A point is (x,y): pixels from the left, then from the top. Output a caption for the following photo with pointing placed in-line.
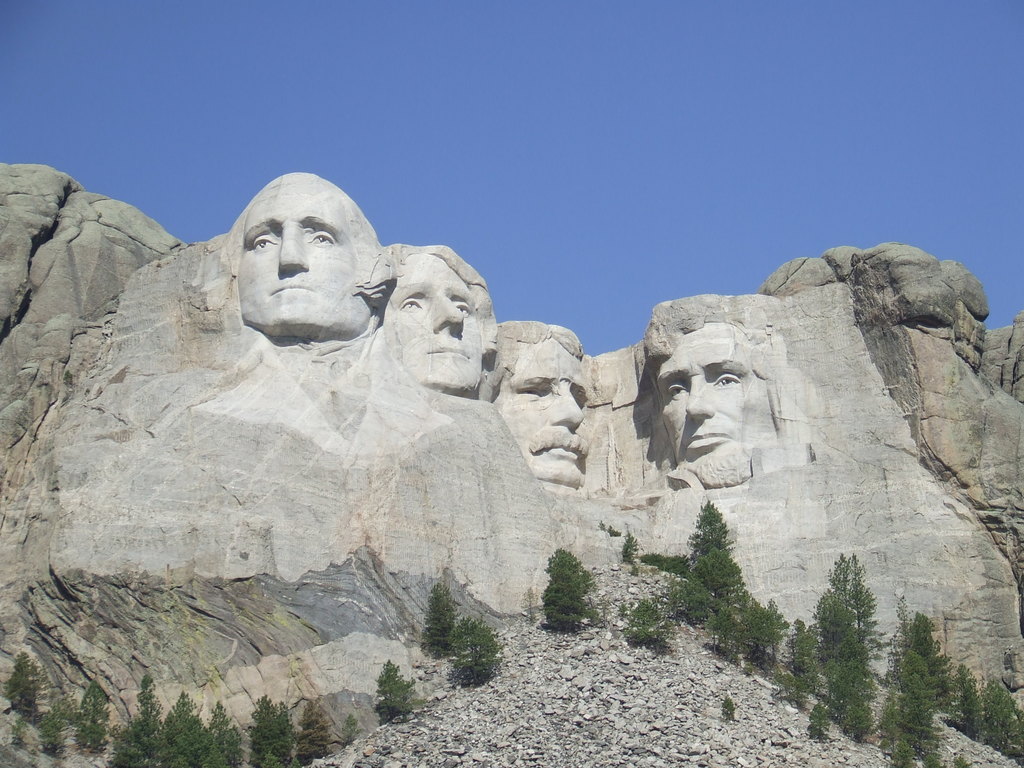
In this image I can see the ground (608,716), few trees (864,603) which are green in color, few huge rock mountains (852,456) and few human faces (678,403) are carved on the rock mountains (542,379). In the background (209,149) I can see the sky (504,168).
